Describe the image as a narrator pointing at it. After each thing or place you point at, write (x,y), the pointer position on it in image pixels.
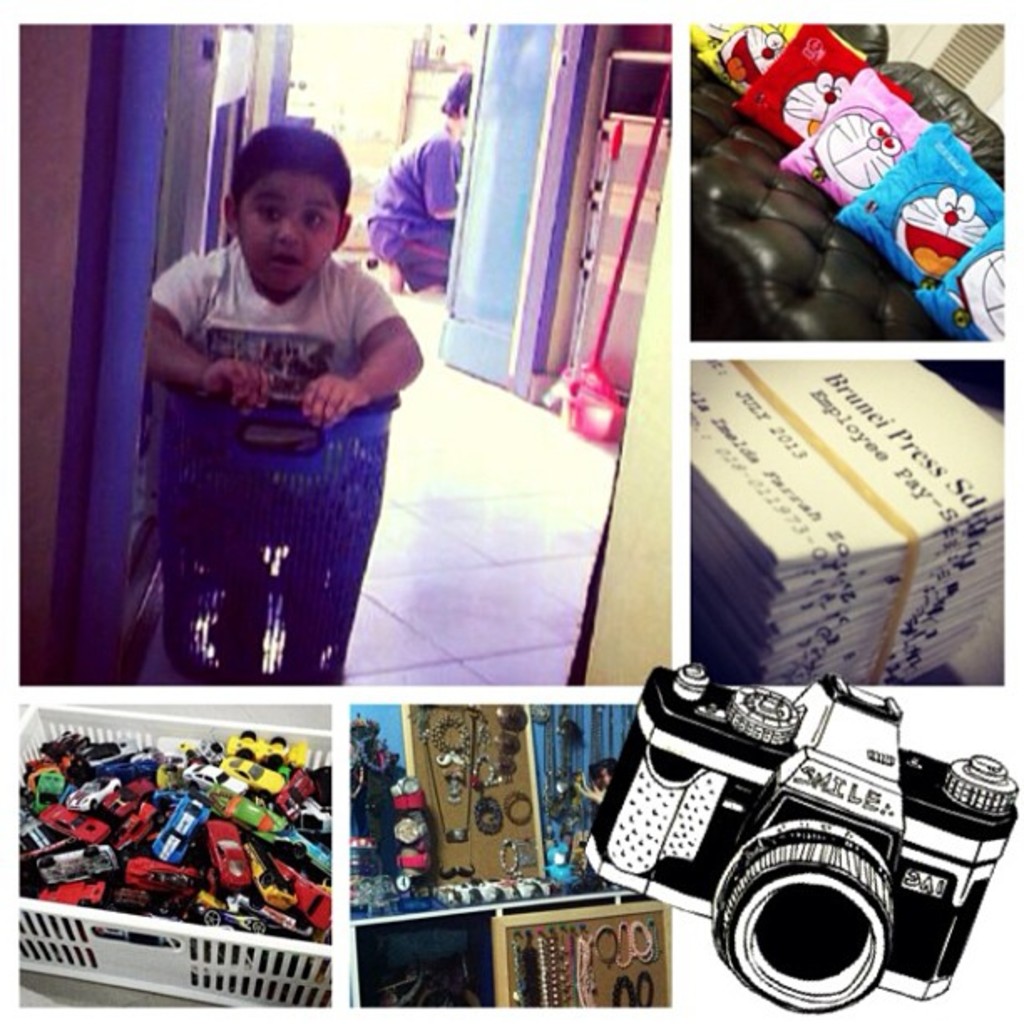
In this image we can see the collage, pictures, in those pictures (351,465) we can see two persons (432,258), toy cars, a couch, cushions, a picture (729,819) of a camera (861,861), and some other objects (486,942).
